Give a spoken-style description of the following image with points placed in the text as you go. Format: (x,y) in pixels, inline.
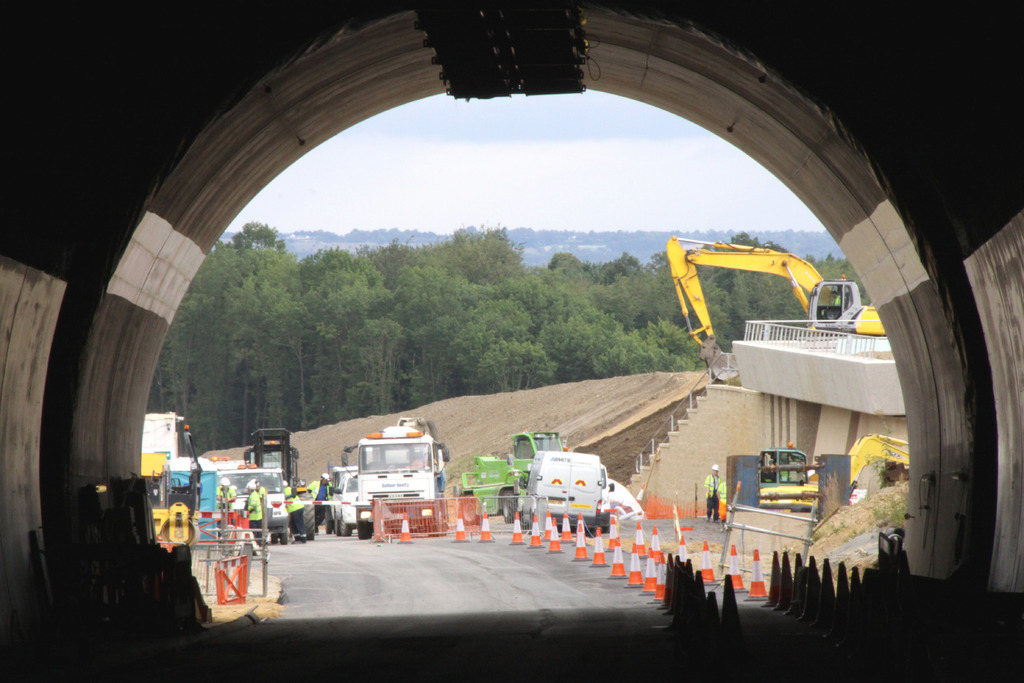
In the picture we can see a road (587,573) and far away from it, we can see some vehicles (542,477) like trucks (366,523) and cars (546,492) and behind it, we can see a machinery equipment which is yellow in color and behind it we can see trees (424,364), hills (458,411) and sky (493,225).
